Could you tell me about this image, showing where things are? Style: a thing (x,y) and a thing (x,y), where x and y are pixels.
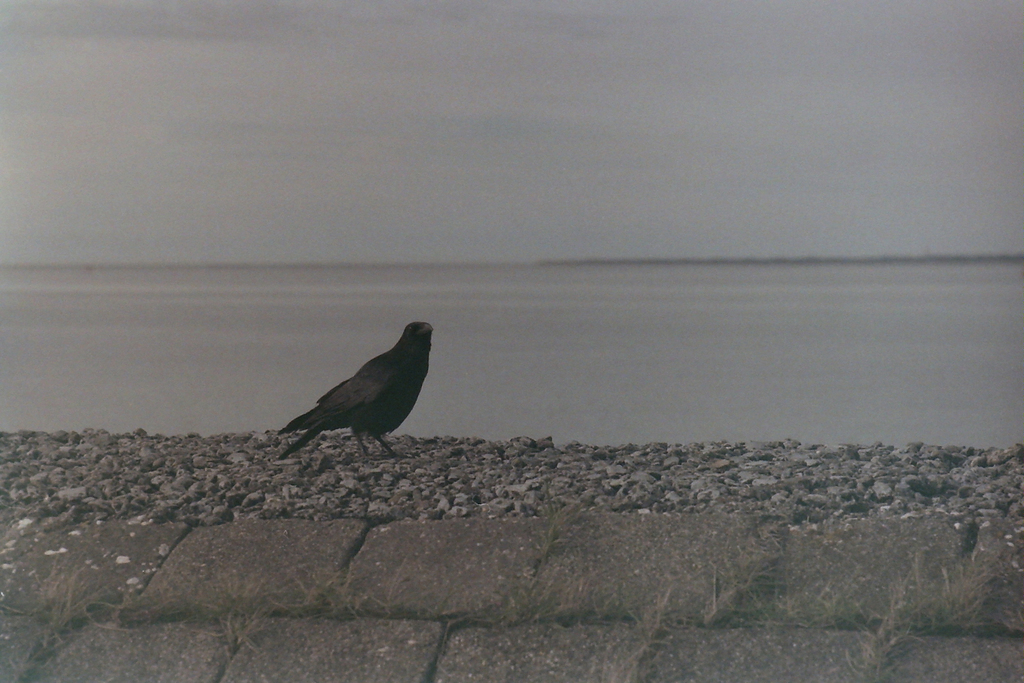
A bird (303,442) is standing on the stones (628,498), this is water (660,348), at the top (436,102) it's a sky (444,103).
